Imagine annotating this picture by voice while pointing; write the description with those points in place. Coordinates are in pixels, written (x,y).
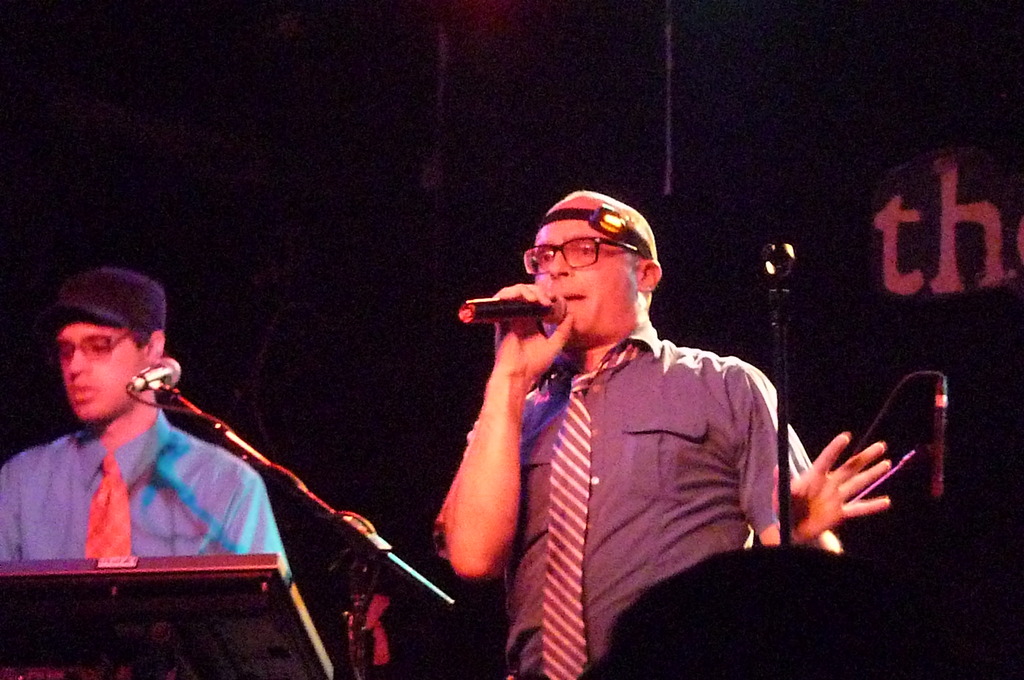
There are two people (517,419) in the image. One person (600,431) standing and holding a microphone (550,318) and opened his mouth (580,296) for singing another person (199,543) left side (210,531) sitting on chair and playing his musical instrument (219,568) in front of a microphone (162,378).
